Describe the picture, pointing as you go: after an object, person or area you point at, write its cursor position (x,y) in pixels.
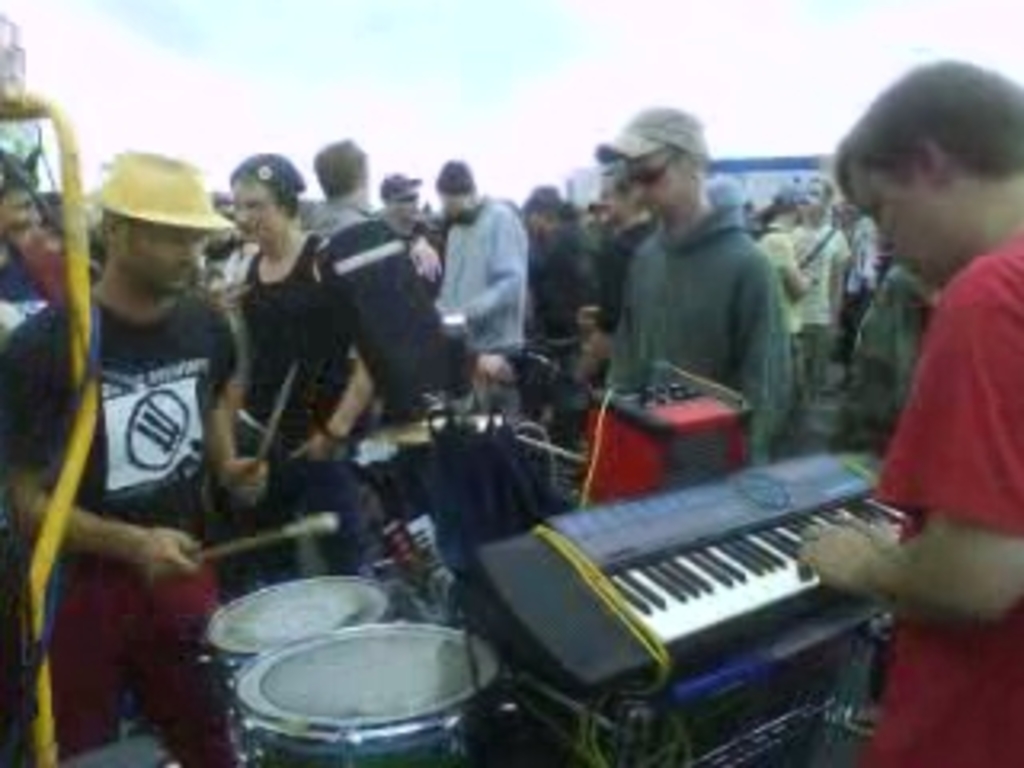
In this image it seems like a musical festival in which there are many people (469,232) and one of them is playing the keyboard (753,580) while the other is beating the drums (310,633).
